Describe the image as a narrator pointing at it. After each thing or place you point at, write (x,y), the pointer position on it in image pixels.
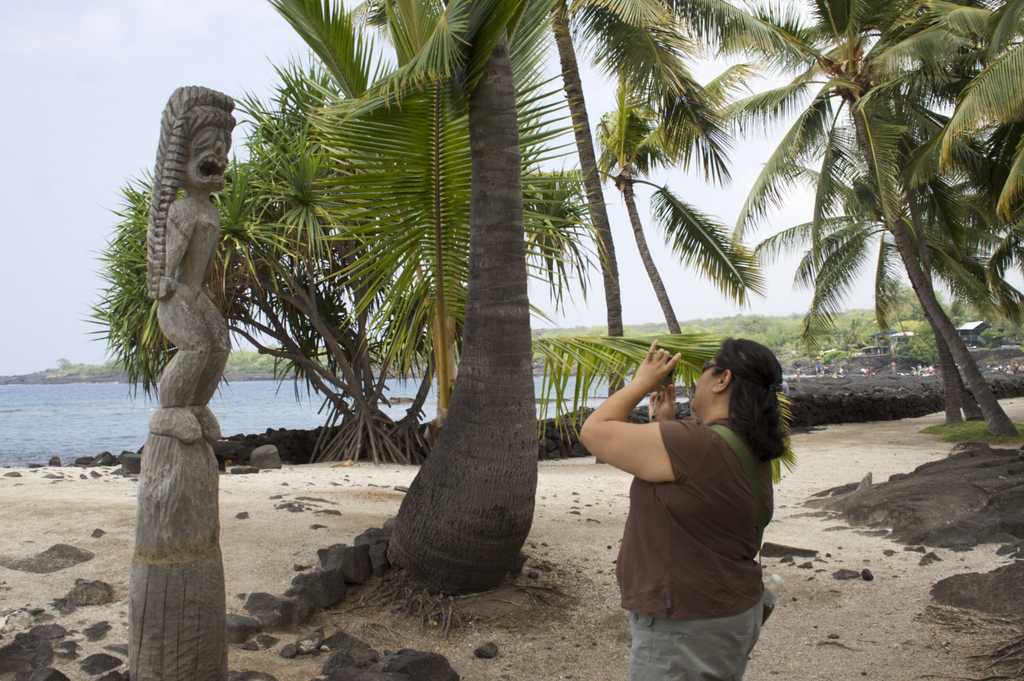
In the picture we can see a beach (551,672) with a sand (103,500) and trees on it and a woman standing and capturing a picture of a sculpture (167,469) which is shaped out of a tree branch (159,459) and in the background (53,429) we can see water (66,431), hills (124,378) and sky (96,155).
